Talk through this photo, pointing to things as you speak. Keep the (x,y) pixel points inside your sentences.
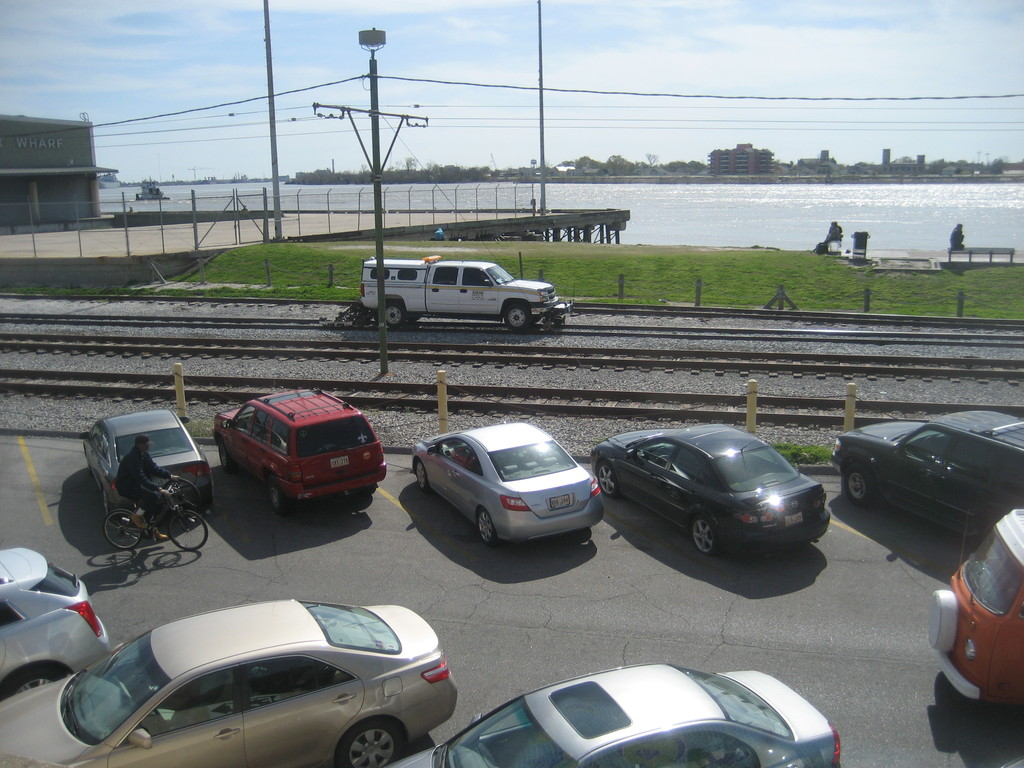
In this picture I can see many cars (486,488) which are parked on the road (893,762). On the left (143,467) there is a man (130,483) who is riding a bicycle (121,526). In the center (543,313) there is a white color van (556,298) on the railway track (602,335). Beside that I can see the electric pole (346,108) and wires (309,104) are connected to it. In the background (978,162) I can see the river (993,196), trees (932,165), skyscrapers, buildings (598,172), poles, boat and other object (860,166). On the left (27,154) I can see the shed (69,190) and fencing (78,204). On the right (966,255) I can see some people (952,249) were sitting on the bench (979,253). Beside them there is a dustbin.
